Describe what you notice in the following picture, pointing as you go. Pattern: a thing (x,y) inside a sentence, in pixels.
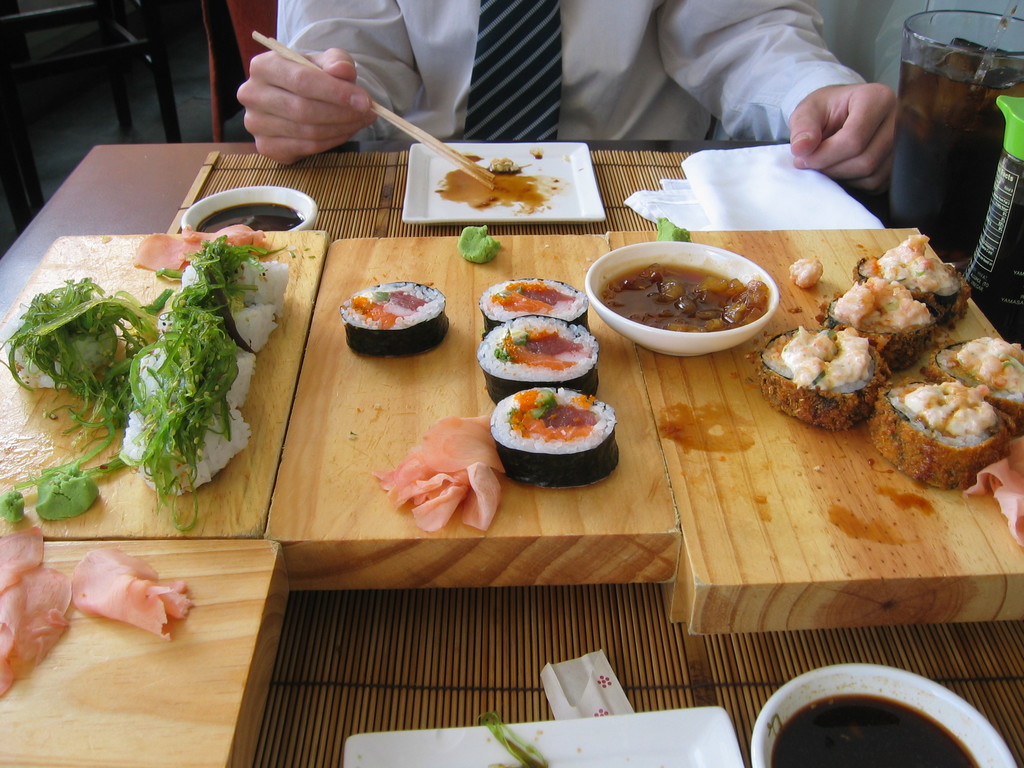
In this image i can see a person (438,66) sit in front of a table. he holding a stick (428,143) and there are the food items (385,283) kept on the table (398,145), and there is a bowl (595,282) and there is a food item (682,293) on the bowl (693,284).
